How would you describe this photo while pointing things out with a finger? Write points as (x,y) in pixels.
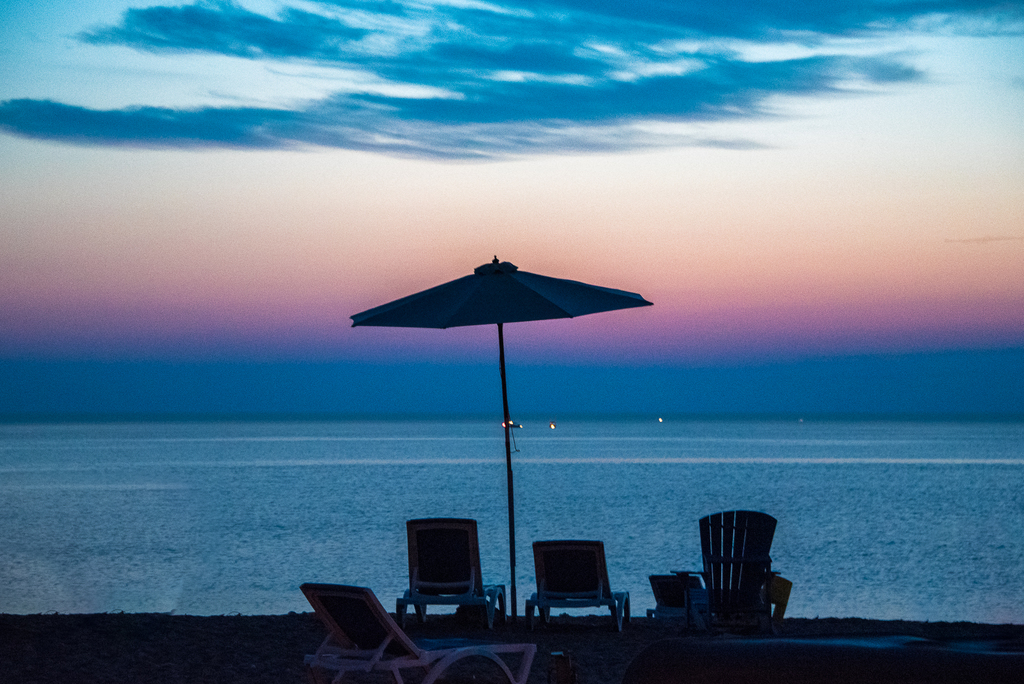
In this image I can see few chairs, I can also see an umbrella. Background (327,324) I can see the water (675,456), and the sky (840,75) is in blue, white and orange color.
